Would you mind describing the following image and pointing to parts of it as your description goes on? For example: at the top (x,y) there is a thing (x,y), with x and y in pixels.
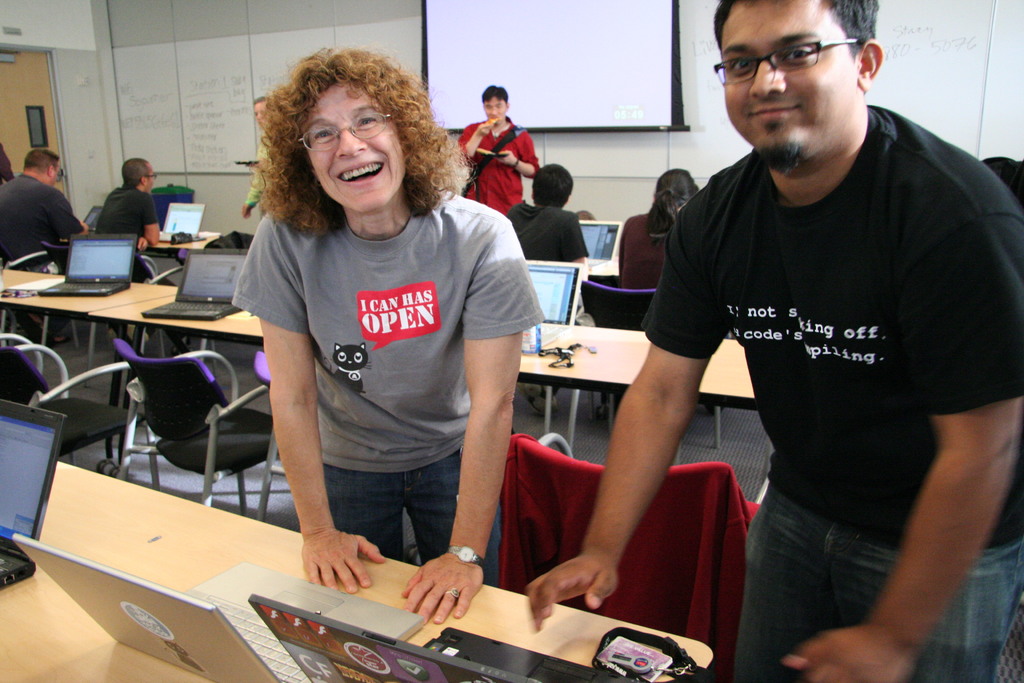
A picture of a room (287,376). This 3 persons (925,399) are standing. In-front of this 2 persons (419,505) there is a table (538,635), on a table (708,655) there are laptops (378,658). This persons (57,188) are sitting, in-front of them there is a table (131,296), on a table (161,236) there are laptops (191,225). Screen (605,66) is attached to the wall (272,4). This is door (20,127). Far there is a bin (168,192) on floor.
